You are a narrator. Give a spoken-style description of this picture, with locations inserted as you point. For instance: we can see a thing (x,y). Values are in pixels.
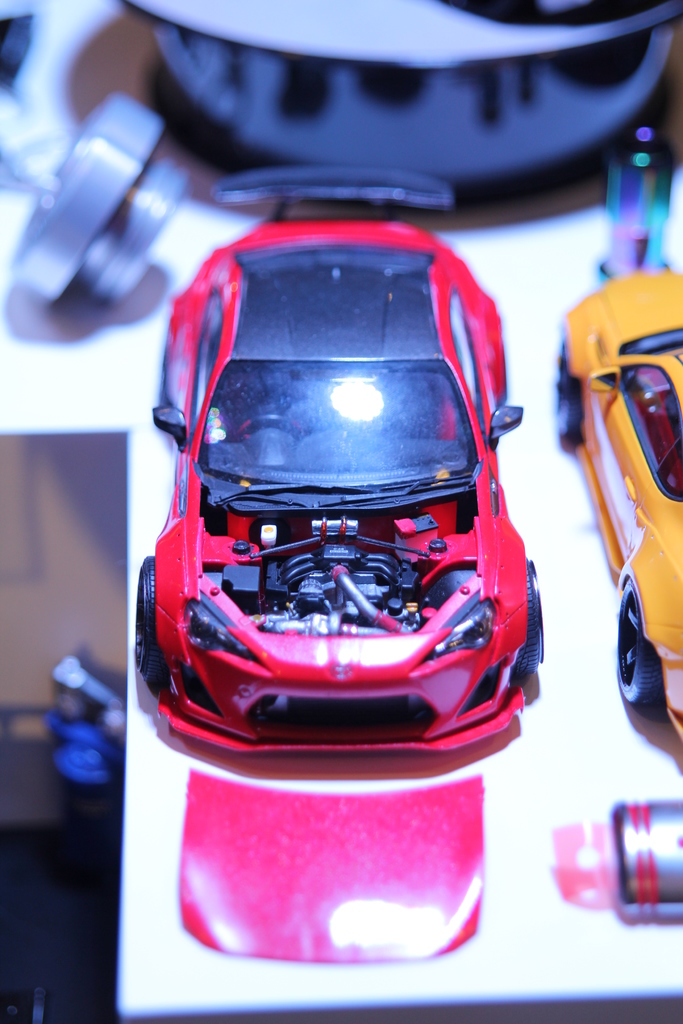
In this picture we can able to see two toy cars (489,479) one is of red in color and another one is of yellow in color.
